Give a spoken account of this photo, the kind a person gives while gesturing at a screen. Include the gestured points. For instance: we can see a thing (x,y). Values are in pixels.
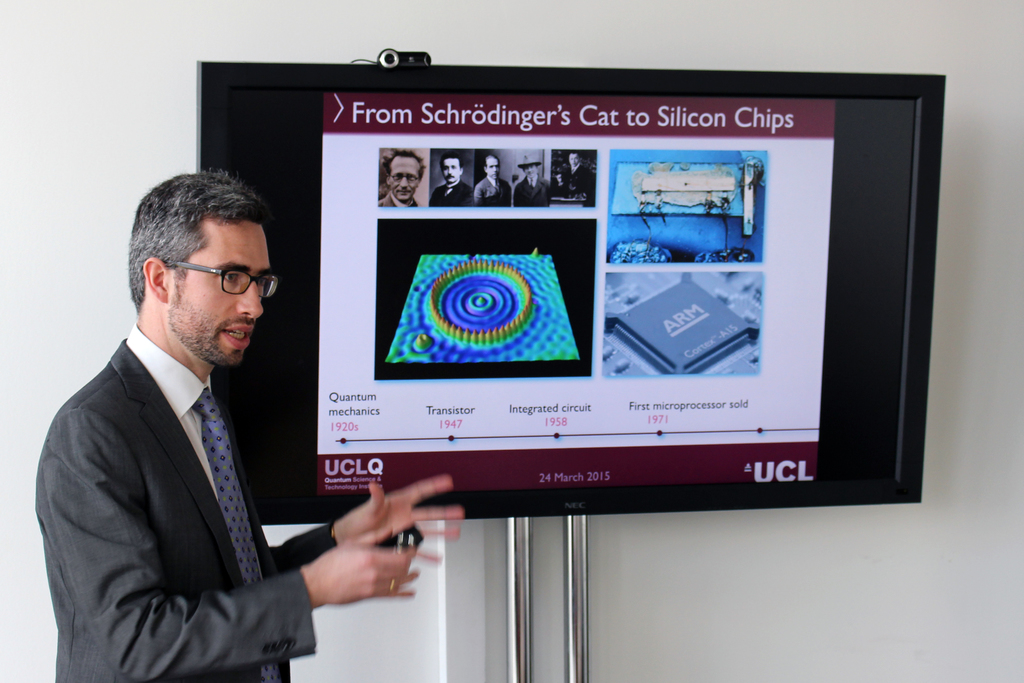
In the image we can see there is a man (206,497) standing, he is wearing suit (192,514) and tie (223,469). There is a tv screen (681,209) on which there is a poster (567,243). Behind there is a wall (857,599) which is in white colour.
